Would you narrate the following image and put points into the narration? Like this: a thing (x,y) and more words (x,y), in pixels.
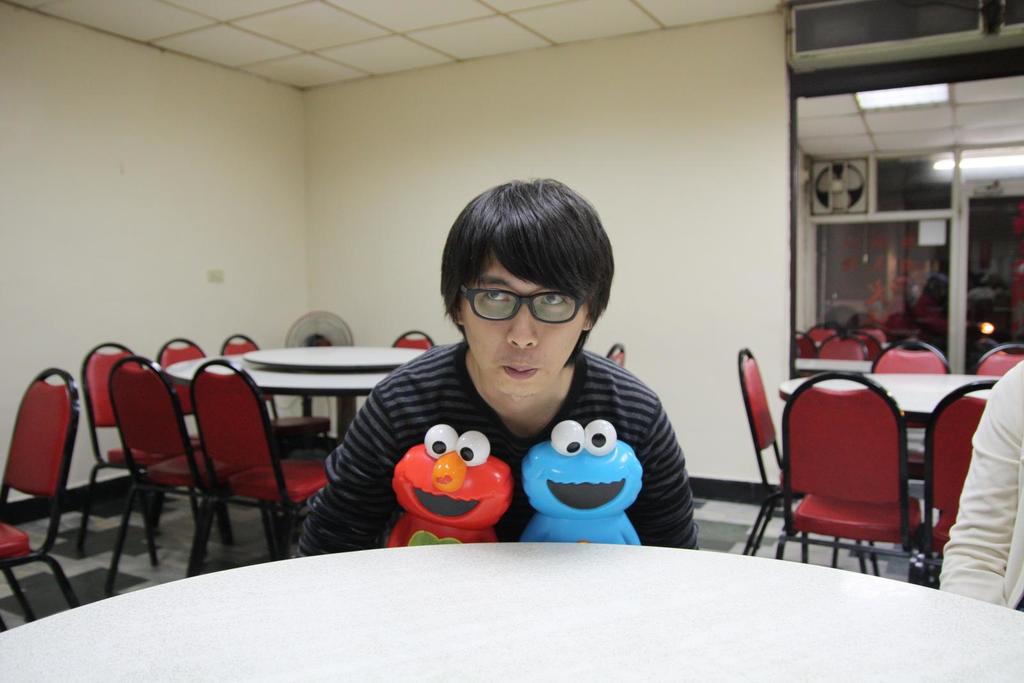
This picture is clicked inside a room (413,153). There are many tables (297,376) and chairs (867,431) in the image. There is a man (361,457) sitting in the front (425,419) is wearing spectacles (470,302) and holding toys (493,500) in his hand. There is another person (1001,547) at the right corner of the image (1010,566). At right corner of the image (965,315) there is a glass window (967,302) and in the reflection (896,246) we can see an exhaust fan (843,193). In the background (741,170) there wall (666,156) and a table fan (341,319).
